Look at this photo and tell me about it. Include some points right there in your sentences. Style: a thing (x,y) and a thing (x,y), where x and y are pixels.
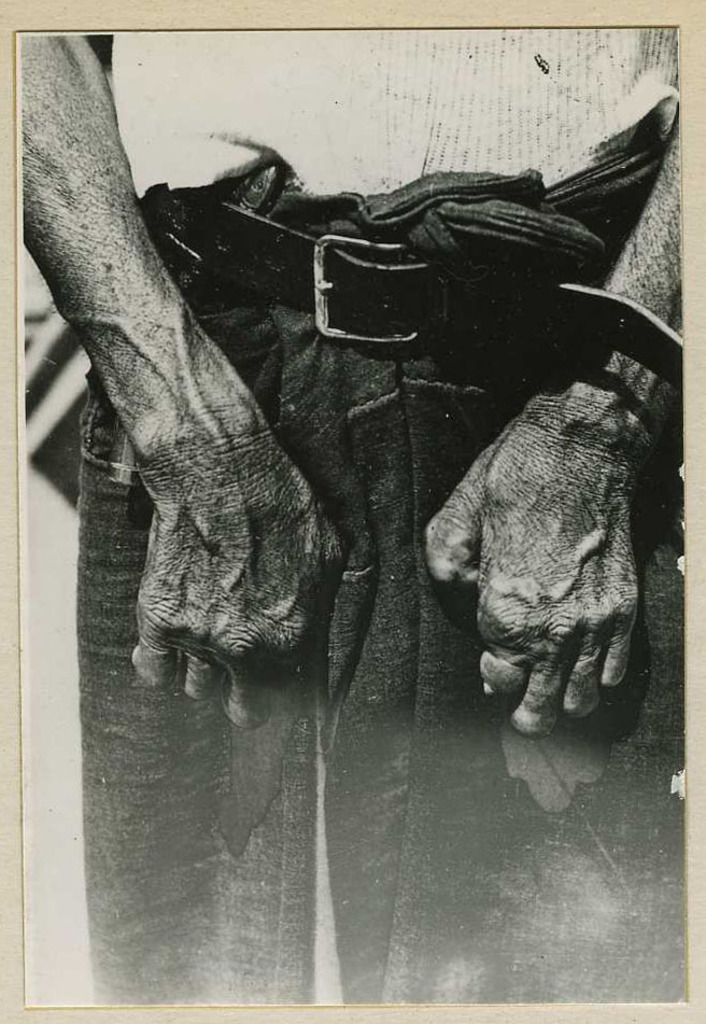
I see that this is a black and white image and I see a person (93,716) who is wearing shirt (593,107) and pants (542,741) and I see a belt (493,319) over here.
